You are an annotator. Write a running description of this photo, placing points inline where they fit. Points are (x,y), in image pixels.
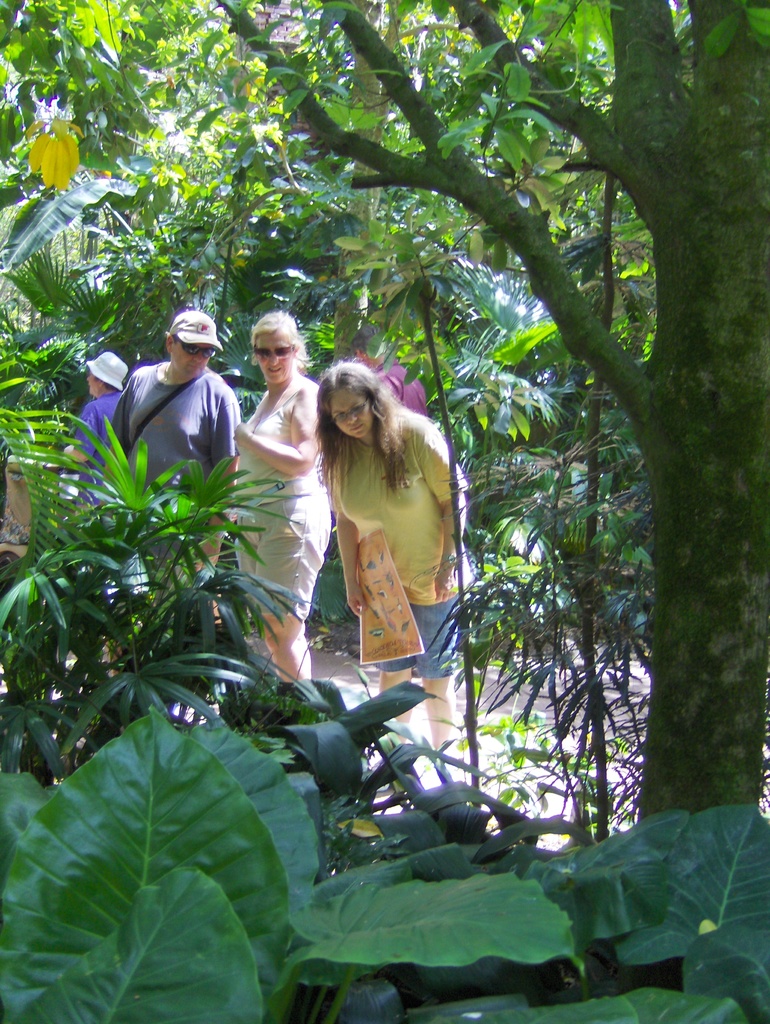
In this image we can see many plants (472,270) and trees (664,662). There are several persons (286,512) in the image. A lady (428,442) is holding an object (377,628) in the image.
